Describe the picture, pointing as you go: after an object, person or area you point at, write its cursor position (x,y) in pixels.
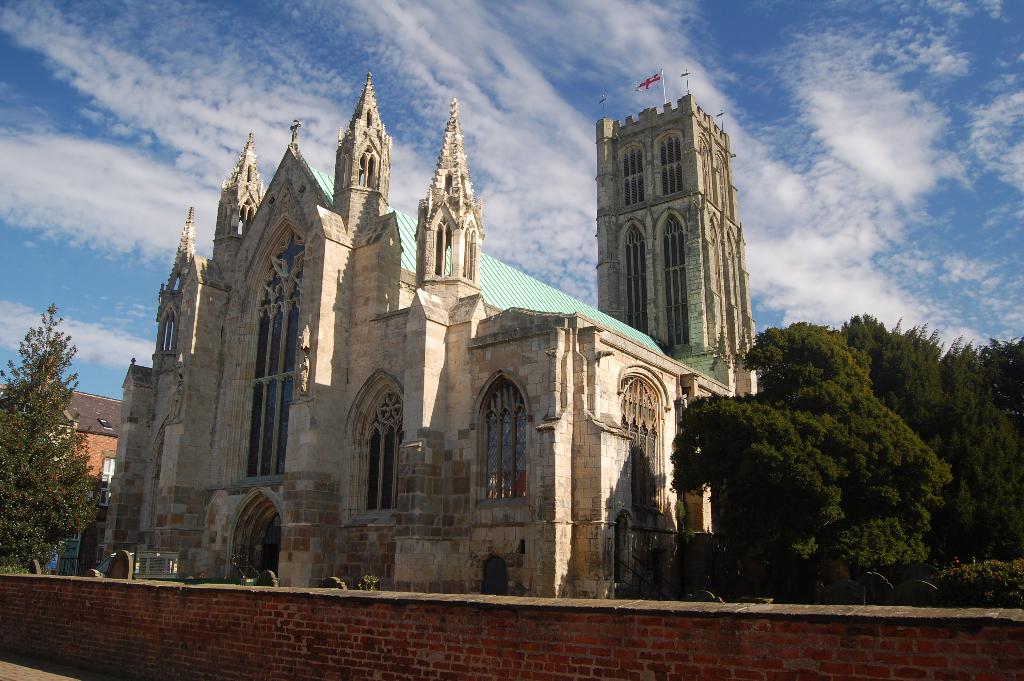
In the image there is an architecture (434,419) and around that there are trees (832,388) and there is a wall (449,624) in front of that.
